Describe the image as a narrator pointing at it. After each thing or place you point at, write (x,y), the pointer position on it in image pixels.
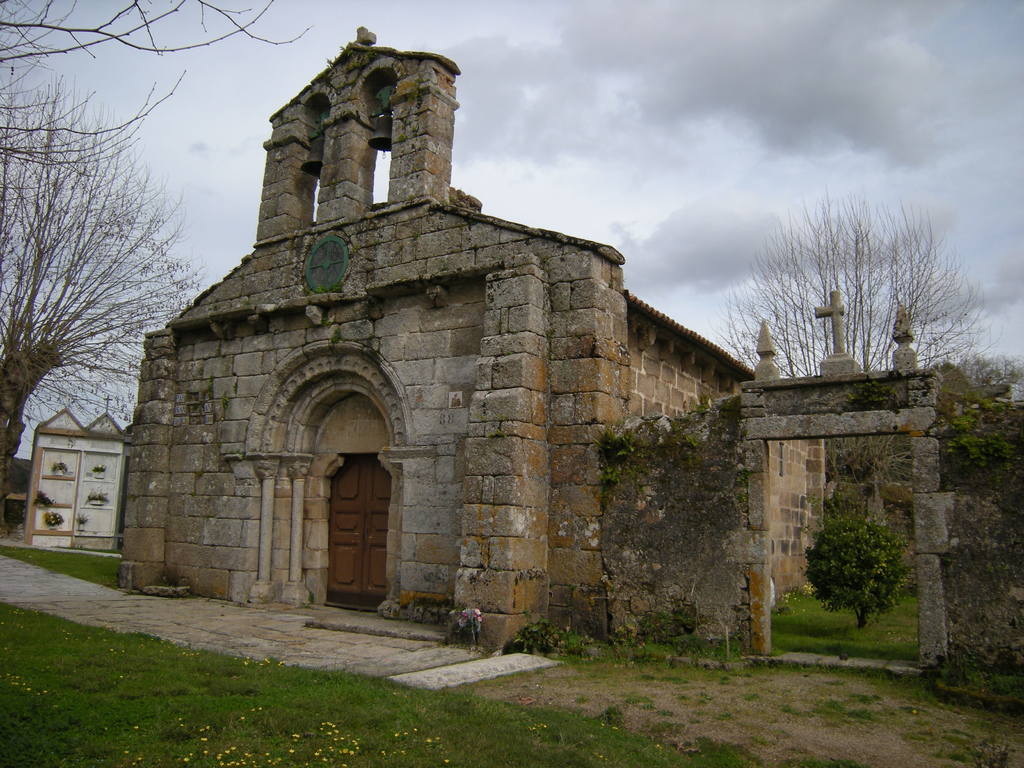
In this image there is a stone building (405,399) in the middle (405,399). At the bottom (367,543) there is door (365,521). At the top (655,85) there is the sky (656,108). On the right side (917,455) there is an entrance (864,543). At the bottom (187,716) there is grass (125,700). In the background (64,496) there is another building (89,479) on which there is a cross symbol (111,402).
